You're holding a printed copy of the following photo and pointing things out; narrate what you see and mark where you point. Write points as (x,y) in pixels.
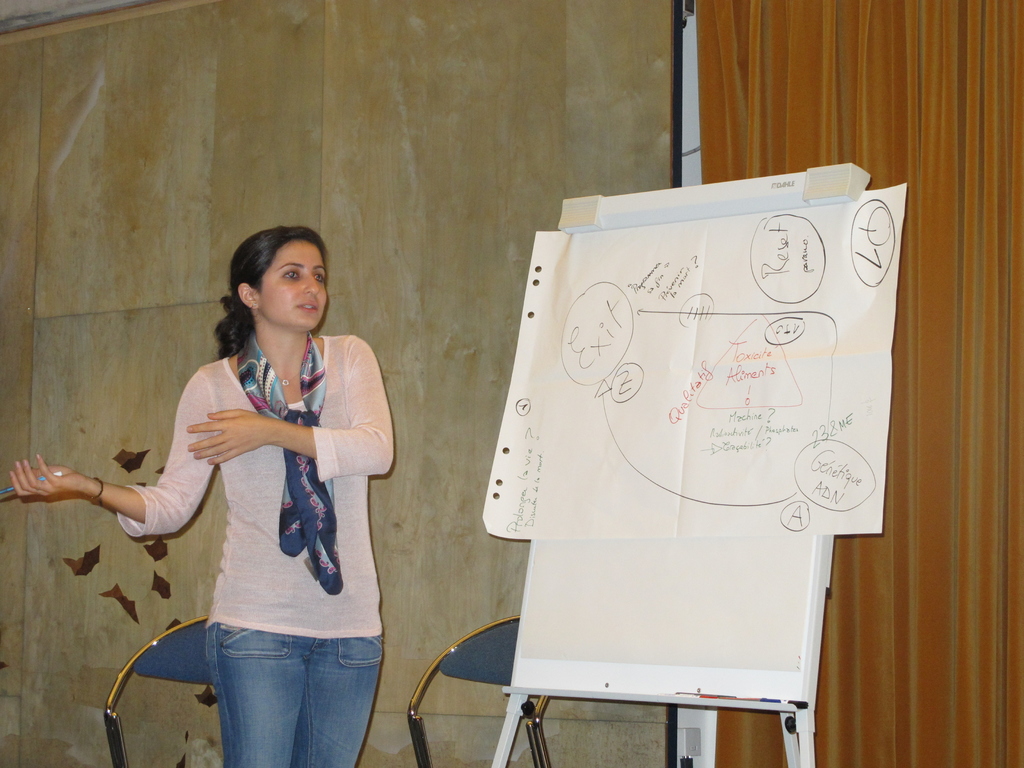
This image is taken indoors. In the background (394,195) there is a wall (530,134) and there are two empty chairs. On the left side of the image (274,673) a woman (264,674) is standing and she is holding a pen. In the middle of the image (596,272) there is a board (687,573) with a text (671,414) on it.
